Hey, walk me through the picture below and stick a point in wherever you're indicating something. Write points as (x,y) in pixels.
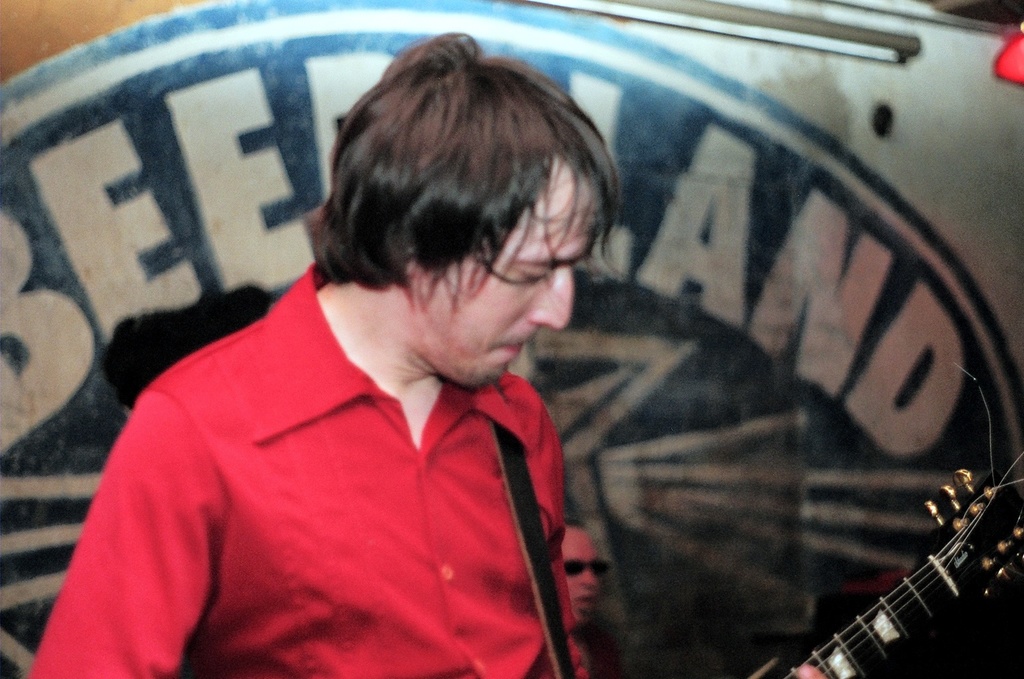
In the image we can see a man (305,411) wearing red color shirt (348,513) and holding a guitar (859,649) in his hand (808,678).
